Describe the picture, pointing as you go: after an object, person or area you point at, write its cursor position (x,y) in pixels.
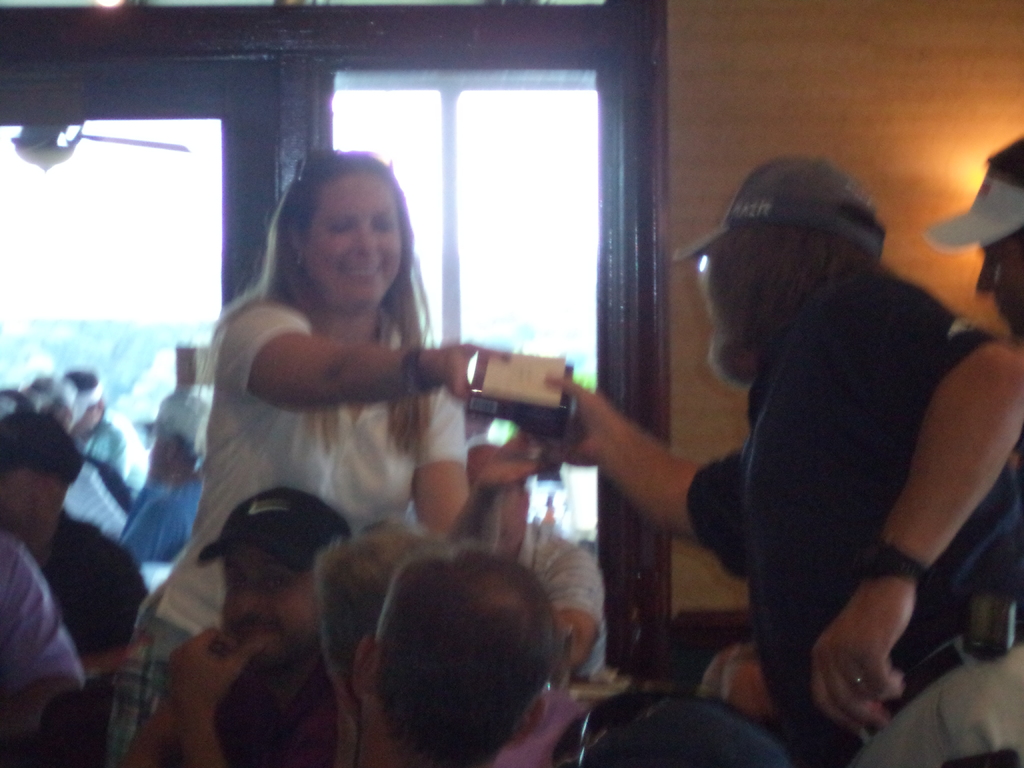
In this image we can see a few people (390,563), among them some are sitting and some people (410,495) are standing and holding objects (533,425), in the background (529,249) we can see a window (540,262) and the wall (907,119).
